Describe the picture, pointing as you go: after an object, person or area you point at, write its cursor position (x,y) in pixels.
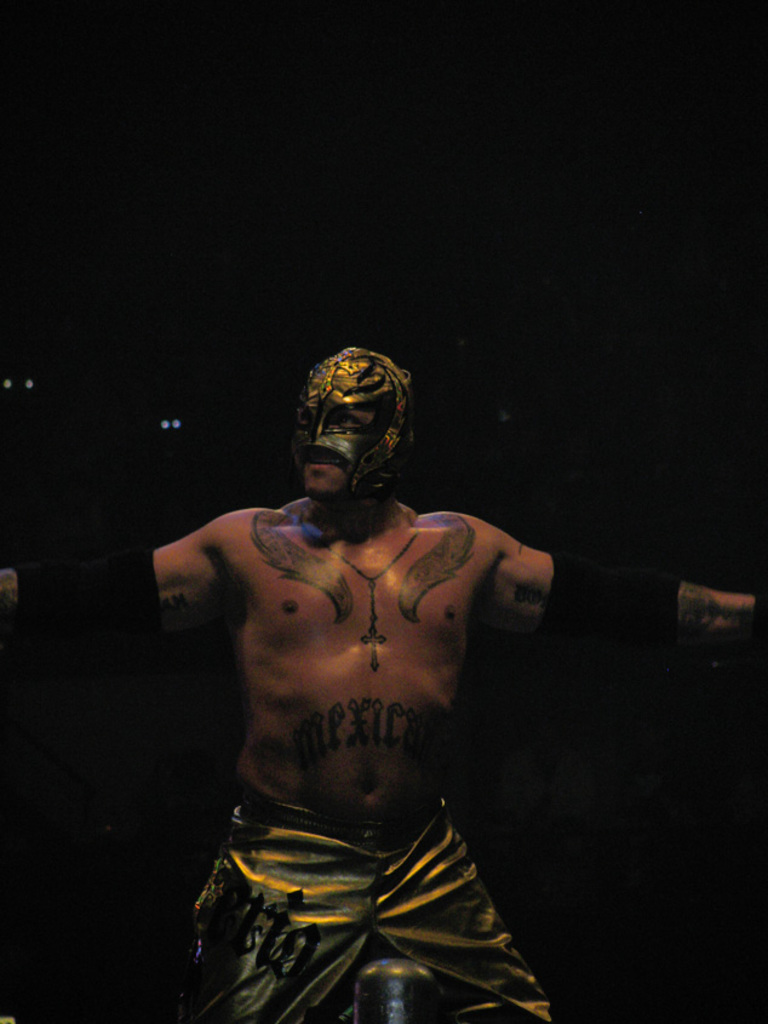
In this picture there is a man (484,541) standing and there is a text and there are tattoos (522,592) on his body (434,751) and he is wearing a mask (368,382). At the back (135,485) there is a black background (522,342).
